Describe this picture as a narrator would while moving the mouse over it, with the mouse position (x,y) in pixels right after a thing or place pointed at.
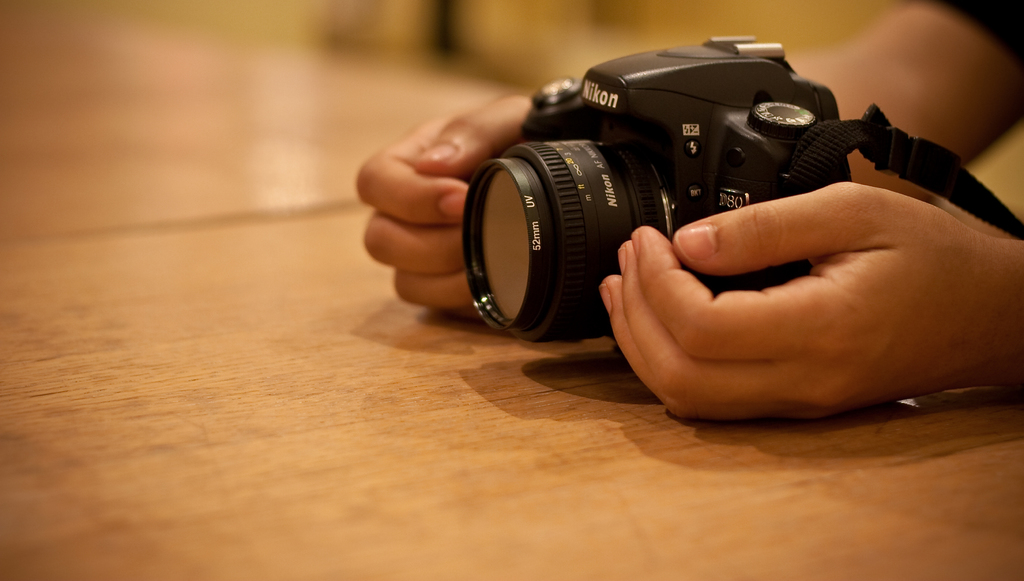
In this picture there is a camera (632,148) which is kept on the table (275,345). On the right (917,73) I can see the person's hand (968,277) who is wearing a t-shirt (1021,12).
